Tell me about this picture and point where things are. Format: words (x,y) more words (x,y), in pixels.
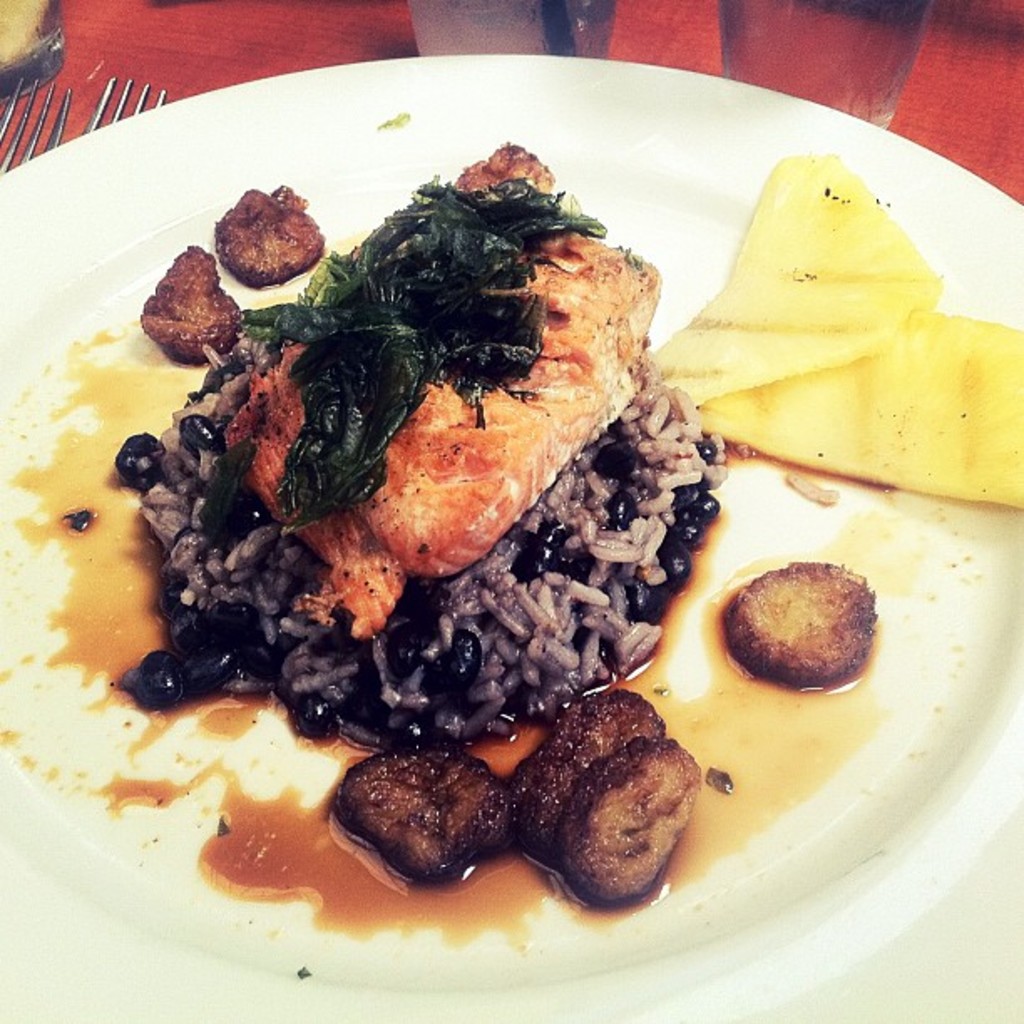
In this image in the foreground (590,331) there is one plate (190,242) and in that plate (251,404) there are some food items (274,276), and in the background (129,81) there is a fork (8,122).
